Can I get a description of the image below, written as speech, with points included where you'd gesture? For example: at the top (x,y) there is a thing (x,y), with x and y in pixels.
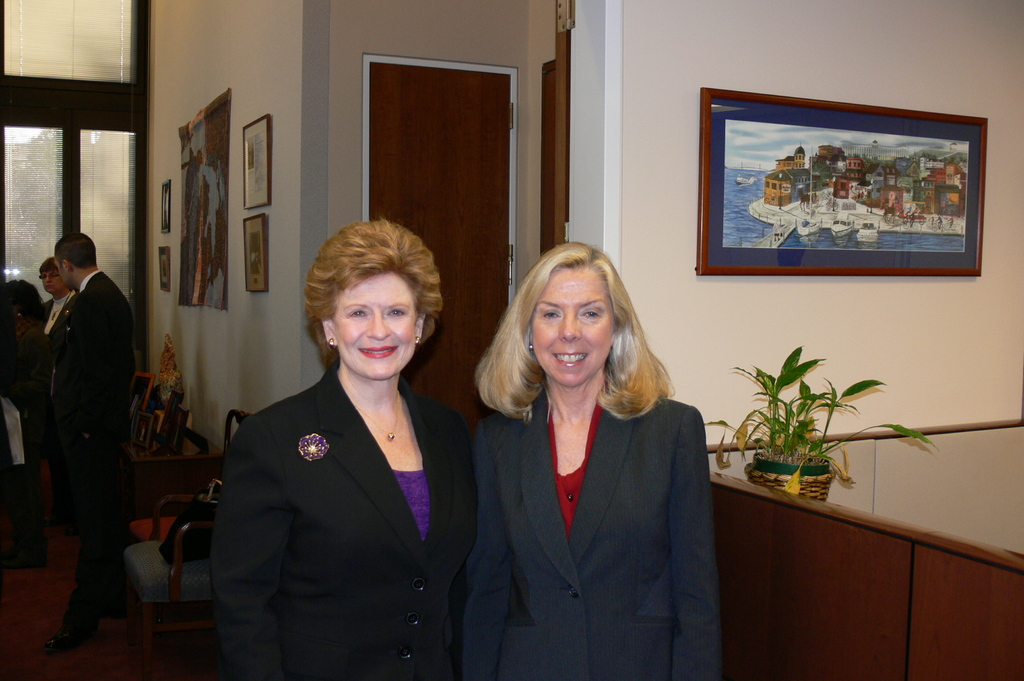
In this image there are two people (422,637) standing in the front side (502,559). There are other people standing on the left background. There is a flower pot (806,445) on the right side (806,458). There is a scenery (799,185) on the right side wall (687,298). There are sceneries (246,270) on the left side wall (231,233). There is a chair (175,584).
